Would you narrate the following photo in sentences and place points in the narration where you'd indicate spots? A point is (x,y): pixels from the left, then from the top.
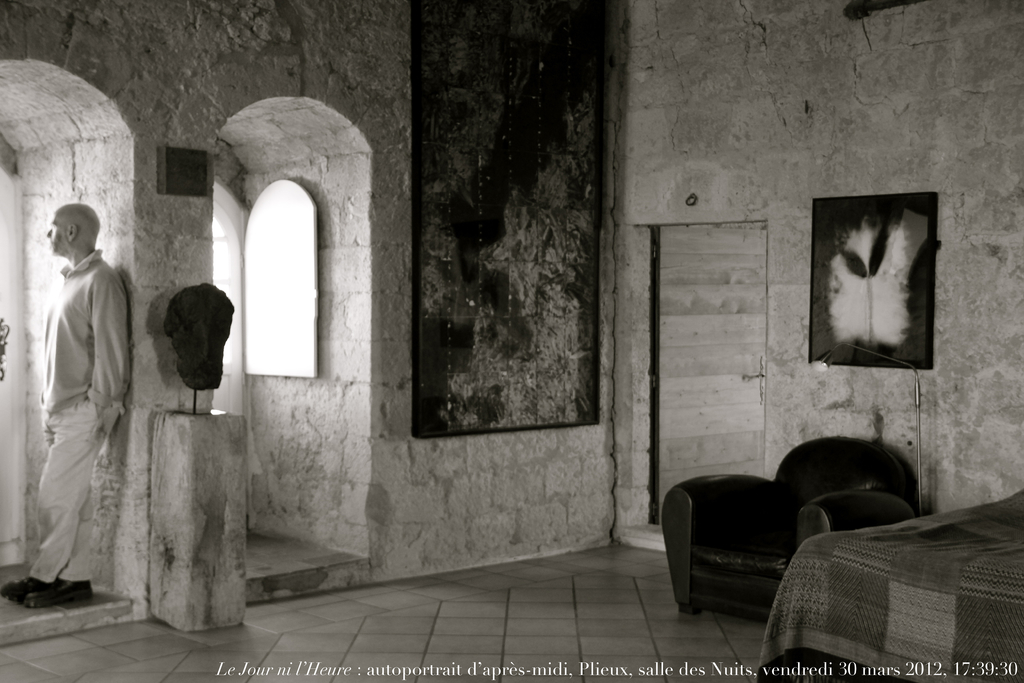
It is an old picture, it looks like a house (203,13) to the left side (67,306) there is a man (63,343) standing to the wall (105,226), in the right side (714,509) there is a sofa (806,525) and a bed (990,531) beside it, in the background (721,331) there is a door (698,355).
